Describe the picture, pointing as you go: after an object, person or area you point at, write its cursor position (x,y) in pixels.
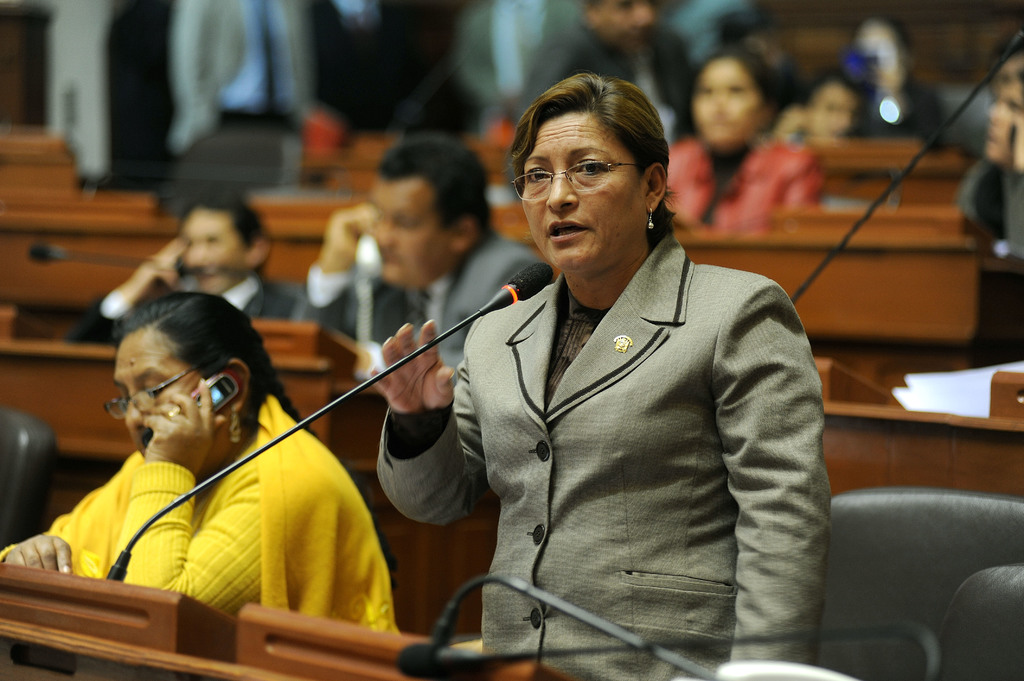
In this picture I can see 2 women (205,412) and I see that the woman (619,298) on the right (711,437) is standing and on the woman (265,491) on the left (206,462) is sitting. I can see tables (299,634) in front of them on which there are mics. In the background (19,416) I can see the chairs (37,498), few more tables (866,347) on which there are mics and few more people (492,109).
